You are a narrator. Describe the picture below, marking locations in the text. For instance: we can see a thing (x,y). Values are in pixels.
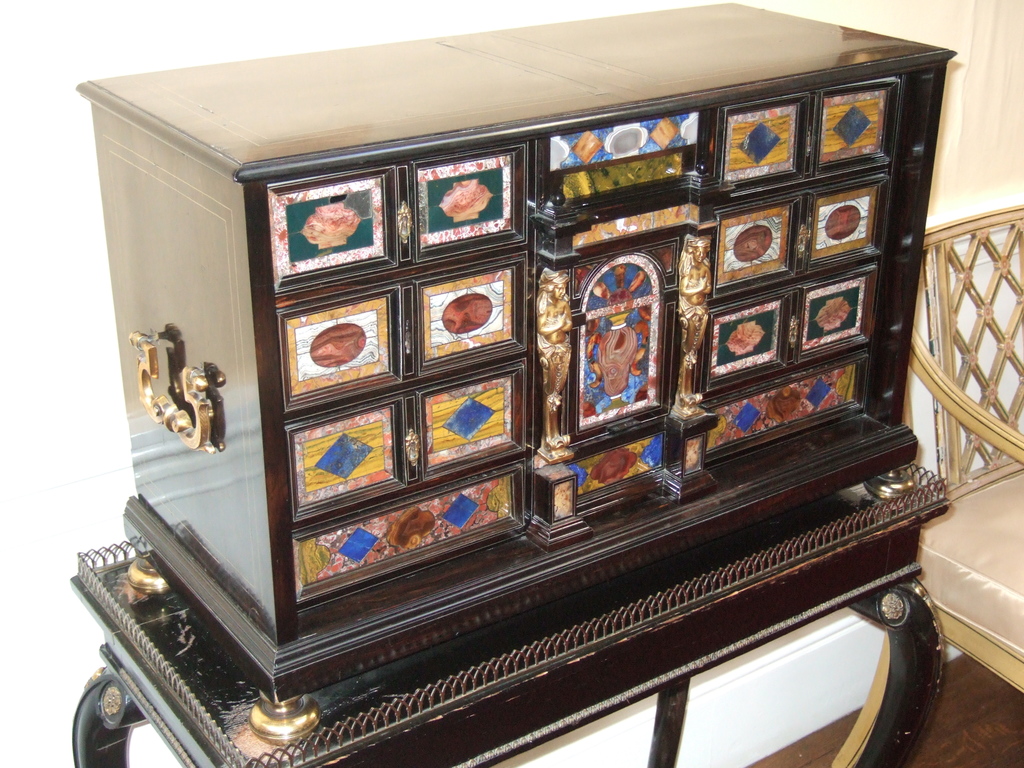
There is a box (559,279) which has some images (643,304) on it is placed on a table (475,659) and there is a chair (959,474) beside the table (872,550).
